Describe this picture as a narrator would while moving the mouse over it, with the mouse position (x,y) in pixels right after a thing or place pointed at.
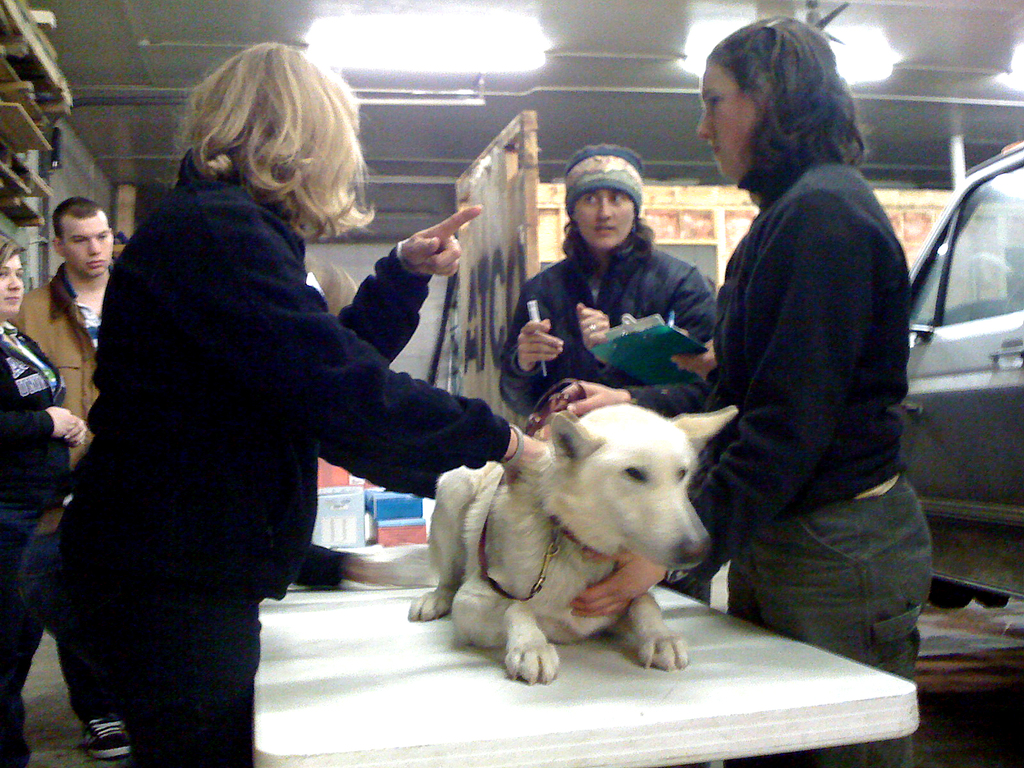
a person (187,364) is standing. behind her 2 more people (34,324) are standing. at the right side (771,327) 2 people (787,342) are standing and a white color dog (541,558) is present on the desk (445,672). behind them at the right side (999,326) there is a car (978,305).
